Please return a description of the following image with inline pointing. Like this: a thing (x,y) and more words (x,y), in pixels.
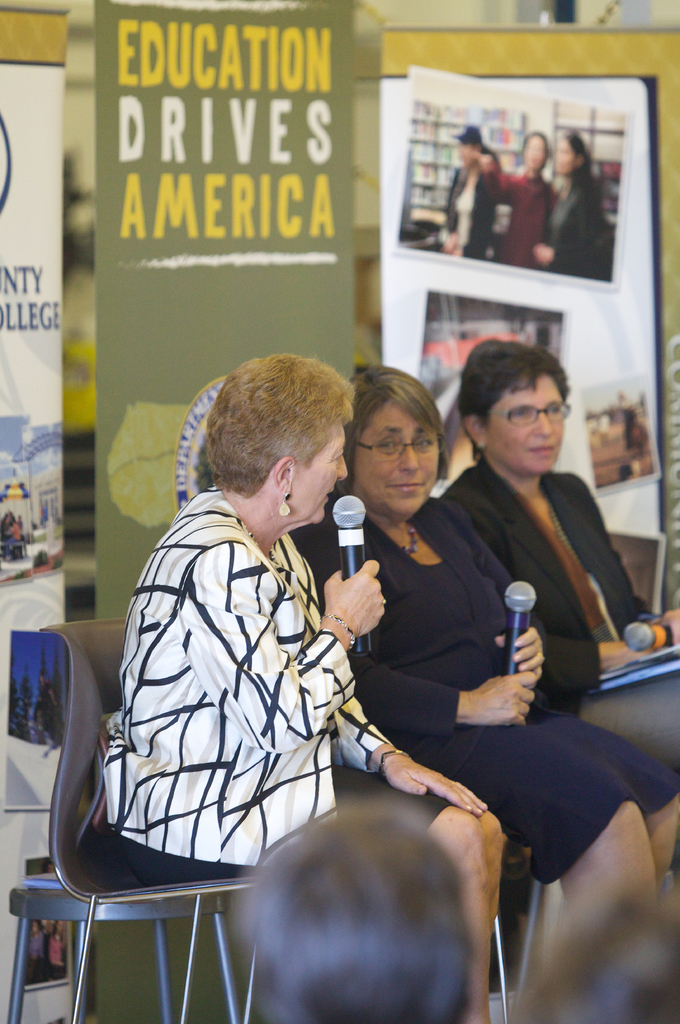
Three women (264,704) sitting on the chair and holding mic (358,652) in their hands (347,634). Behind them there are hoardings (146,222).
